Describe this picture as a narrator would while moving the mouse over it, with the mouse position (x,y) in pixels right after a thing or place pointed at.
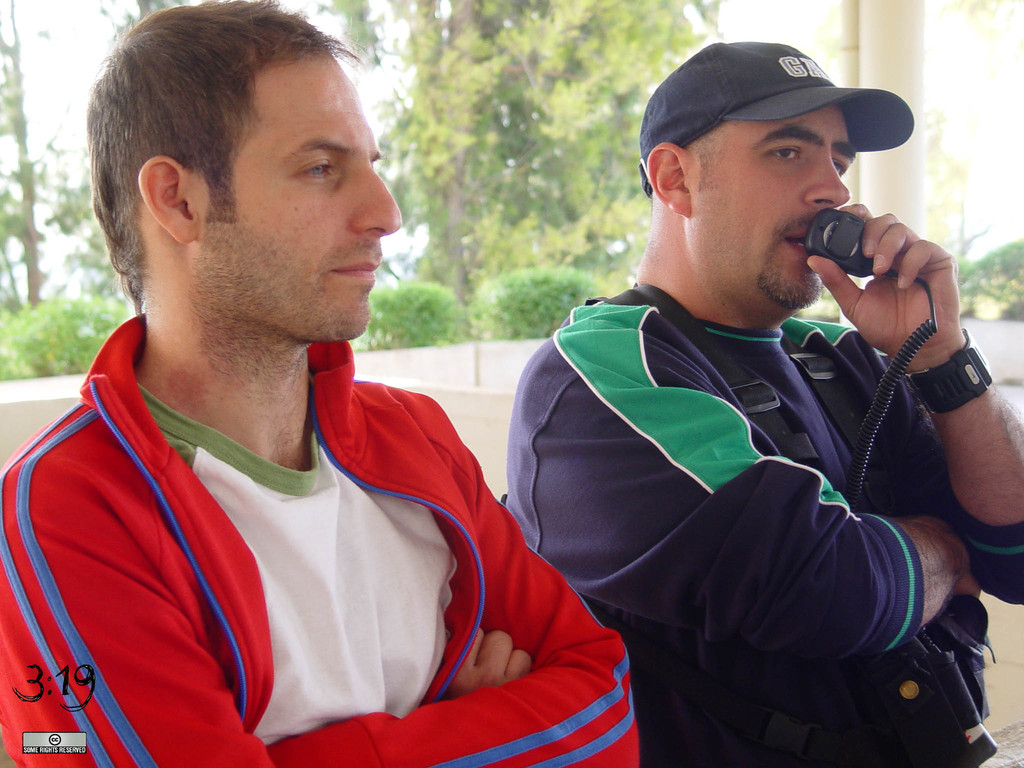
In this image we can see two men (625,495). In that a man (719,574) is holding a mic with a wire (912,346). On the backside (567,303) we can see a pillar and some trees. On the bottom of the image (88,682) we can see some numbers (49,694) and a logo (27,734).
